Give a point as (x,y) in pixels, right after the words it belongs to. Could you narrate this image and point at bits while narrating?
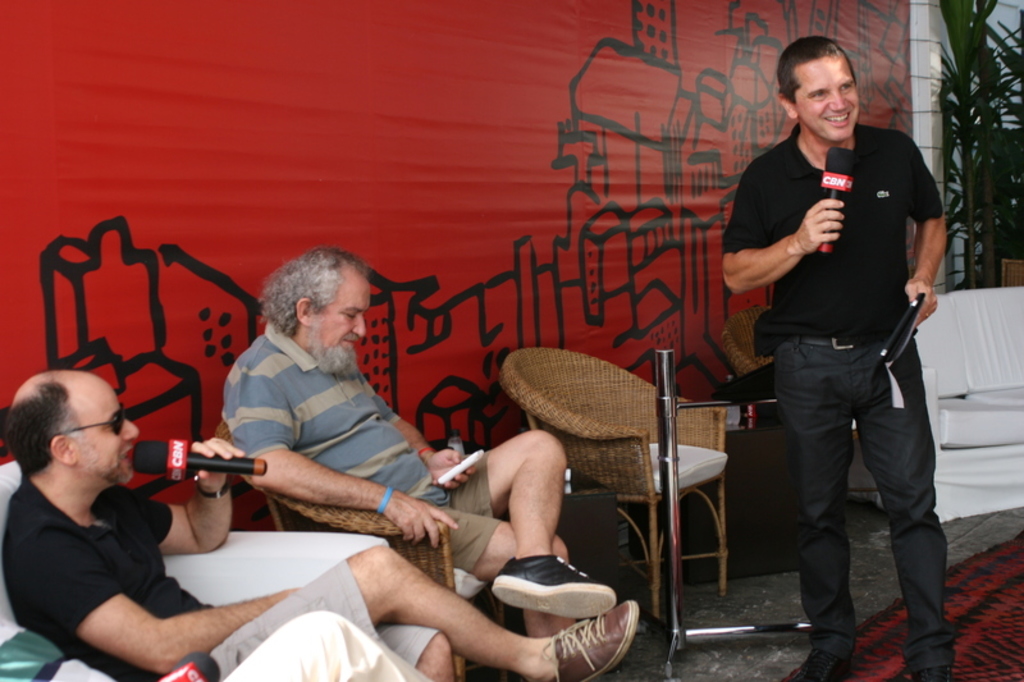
In the image we can see there are people (351,359) sitting on the chairs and a man (370,573) is holding mic (148,454) in his hand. There is another man (457,461) holding mobile phone (478,459) in his hand (441,453) and there is a man (872,164) standing in front of them and holding mic (843,182) in his hand (824,211). Behind there are plants (1016,152) and there is banner (489,446) on the wall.
